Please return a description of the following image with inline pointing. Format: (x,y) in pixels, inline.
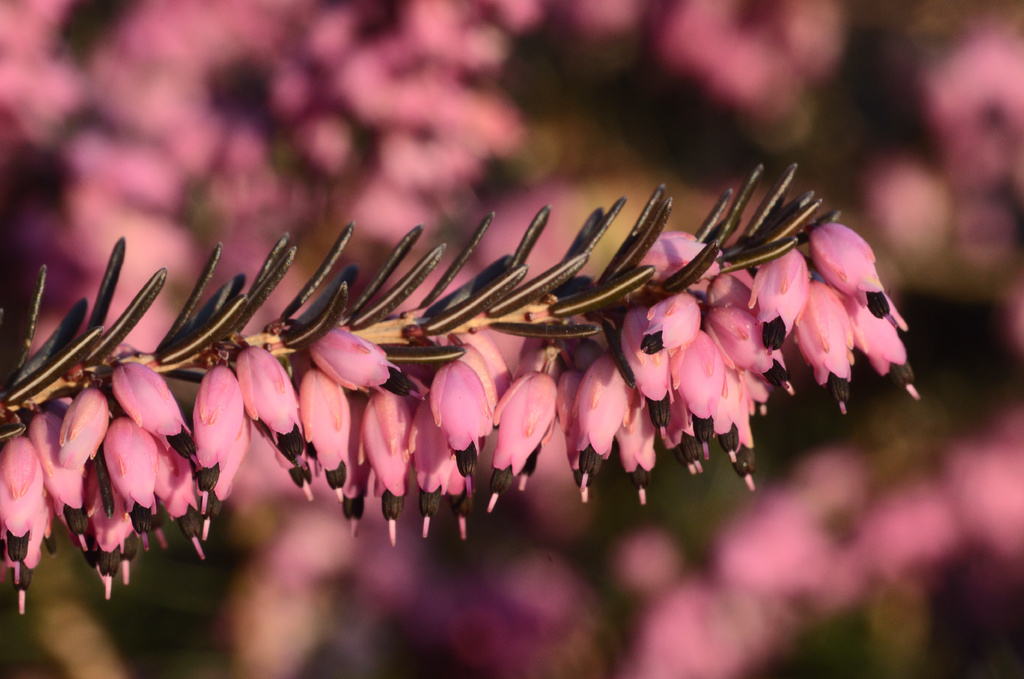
In this image I can see there are flowers (524,421) in pink color and there are buds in brown color.
